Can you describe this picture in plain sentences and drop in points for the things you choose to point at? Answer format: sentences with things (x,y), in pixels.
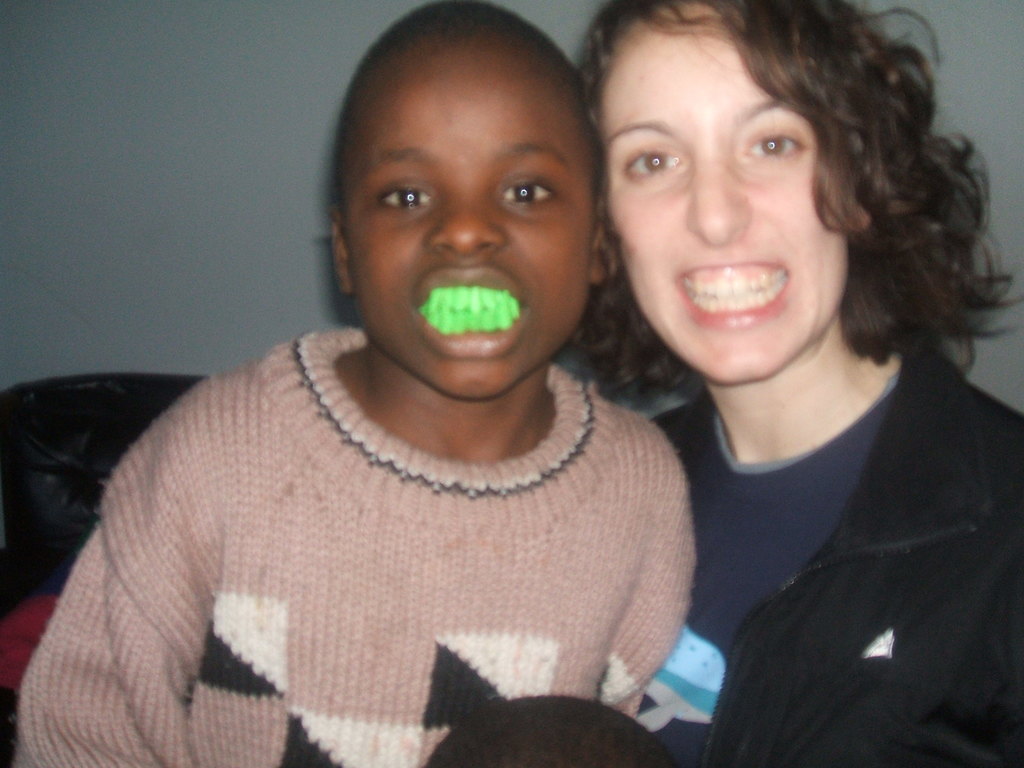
In center of the image (652,301) there is a lady (757,33) and a boy (252,365). The boy (561,317) is wearing a green color tooth (490,291). The background of the image (174,53) is wall (227,140).
